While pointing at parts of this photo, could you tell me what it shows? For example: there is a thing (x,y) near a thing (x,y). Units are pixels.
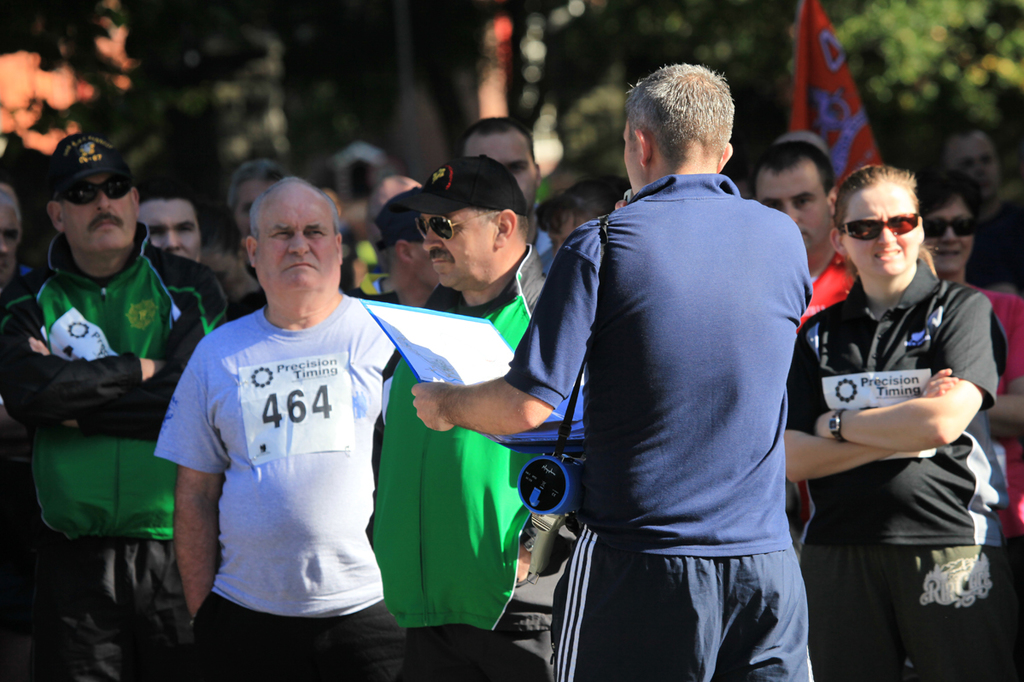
As we can see in the image in the front (366,314) there are group of people (291,373) standing. In the background (307,142) there are trees (310,47) and there is a flag (831,109). The man (685,88) standing in the front (700,243) is wearing blue color shirt (637,410) and holding papers (429,371).
